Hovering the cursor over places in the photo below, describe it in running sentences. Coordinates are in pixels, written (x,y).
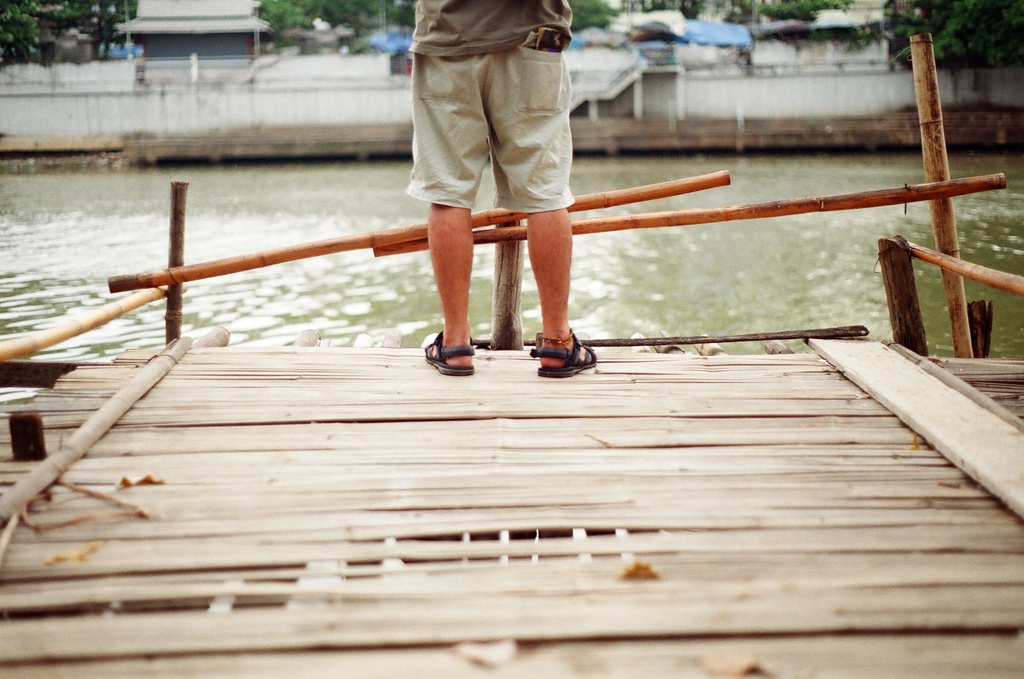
In this picture we can see a person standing on the platform (529,484) and in the background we can see water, few sheds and trees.
